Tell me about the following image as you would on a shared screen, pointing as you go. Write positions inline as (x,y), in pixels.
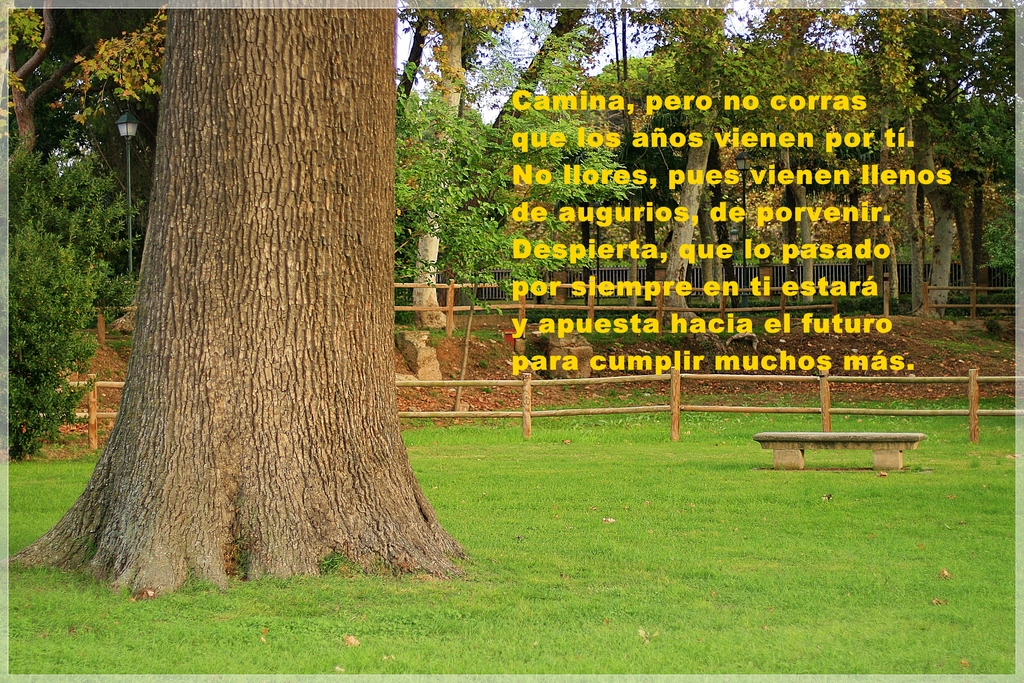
In this image I can see a tree (312,355) on the ground (673,495) and a bench (786,460). I can see the wooden fencing (672,429). In the background (469,283) I can see few trees (554,191), a street light pole (127,142), the fencing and the sky (503,36).
